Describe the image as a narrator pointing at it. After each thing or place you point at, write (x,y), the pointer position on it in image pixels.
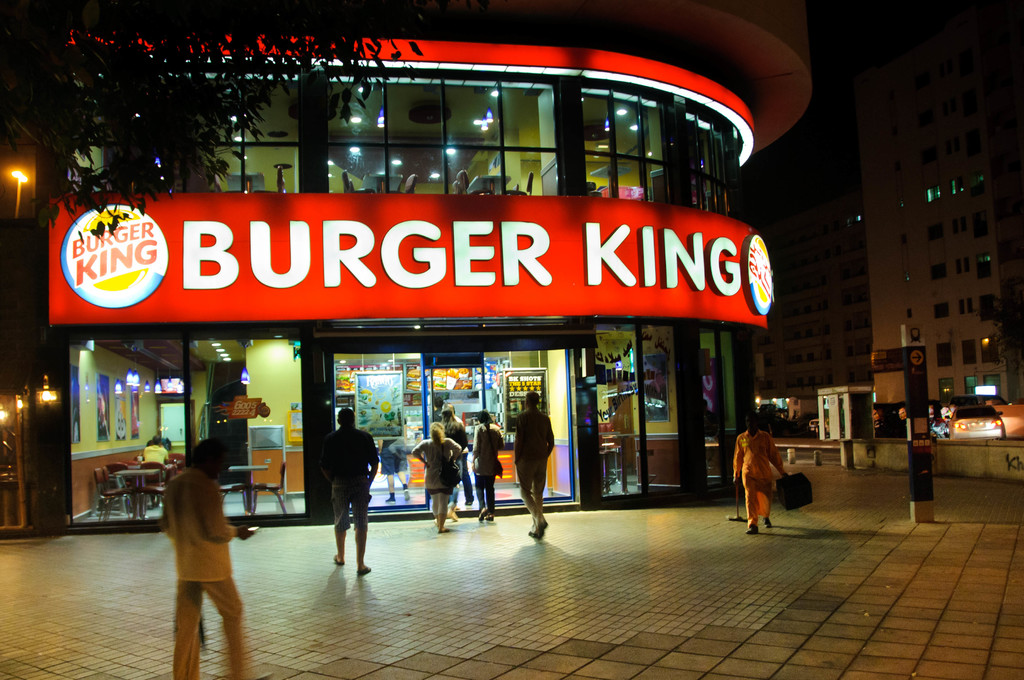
In this picture we can see some people (424,465) are walking, on the left side (323,340) there is a store (332,275), we can see some text (465,247) in the middle (598,243), we can also see a tree (38,78) and some glasses (428,169) on the left side (333,173), in the background (961,256) there are buildings (861,262) and a car (980,423), on the right side (927,440) there is a board (926,407).
